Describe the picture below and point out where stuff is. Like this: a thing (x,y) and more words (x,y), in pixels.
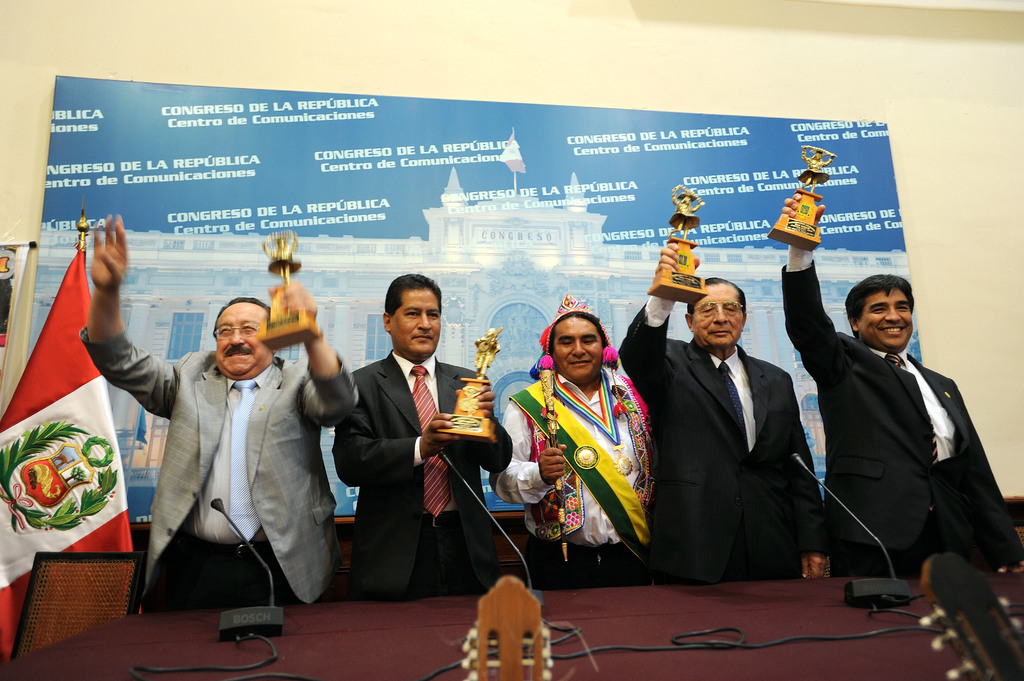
In this image we can see a few people (533,527) standing and holding the objects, in front of them, we can see a table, on the table (416,616), we can see mics (518,556) and other objects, in the background (182,194), we can see a board (141,191) with some text (141,177) and image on the wall (591,22), also we can see a chair (96,592) and a flag (34,382).
